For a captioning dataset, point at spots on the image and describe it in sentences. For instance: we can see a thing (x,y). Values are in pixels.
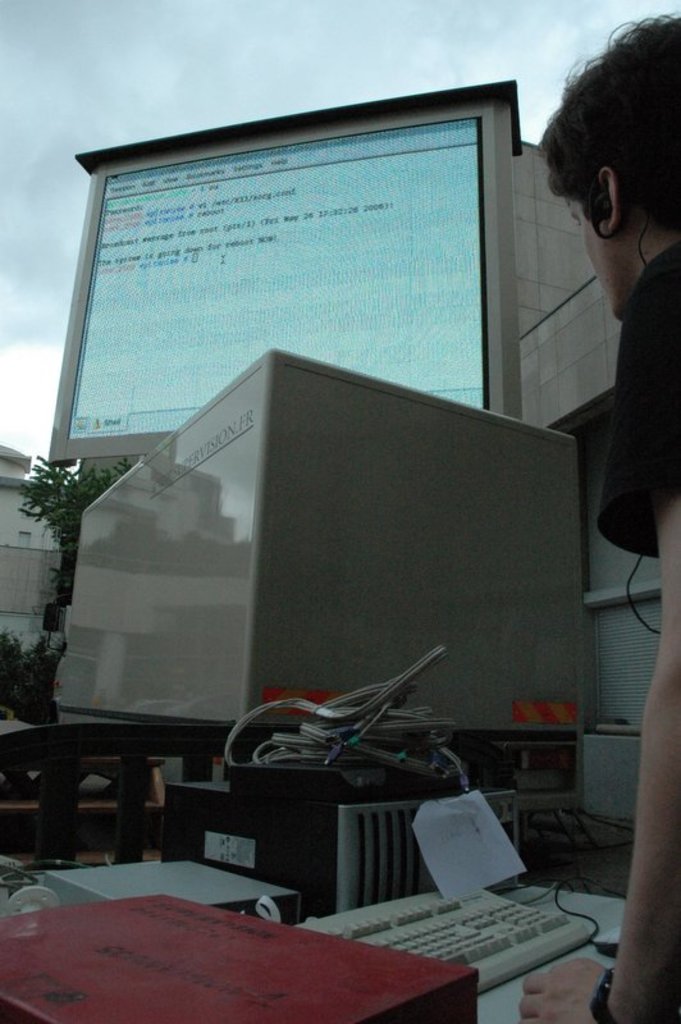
In this image we can see a person (672,1017) to the right side (612,492). In front of him there is a keyboard (521,947) and other objects (409,954) on the table (550,965). In the background of the image (440,191) there is a screen (297,164). There is a metal box (85,535) with some text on it. There are plants (28,649). At the top of the image (249,28) there is sky (252,28).
